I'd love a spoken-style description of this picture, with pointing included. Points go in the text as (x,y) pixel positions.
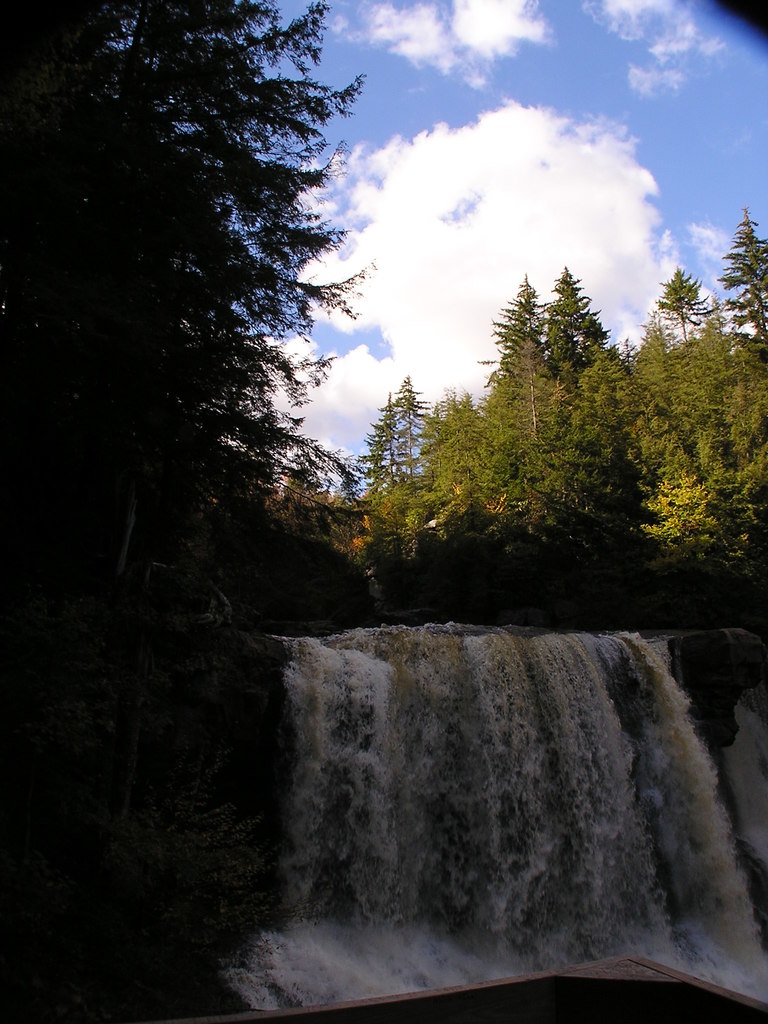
This image consists of a waterfall (435,808). In the background (291,500), there are trees (385,409). At the top (550,155), there are clouds (562,201) in the sky (579,101).
